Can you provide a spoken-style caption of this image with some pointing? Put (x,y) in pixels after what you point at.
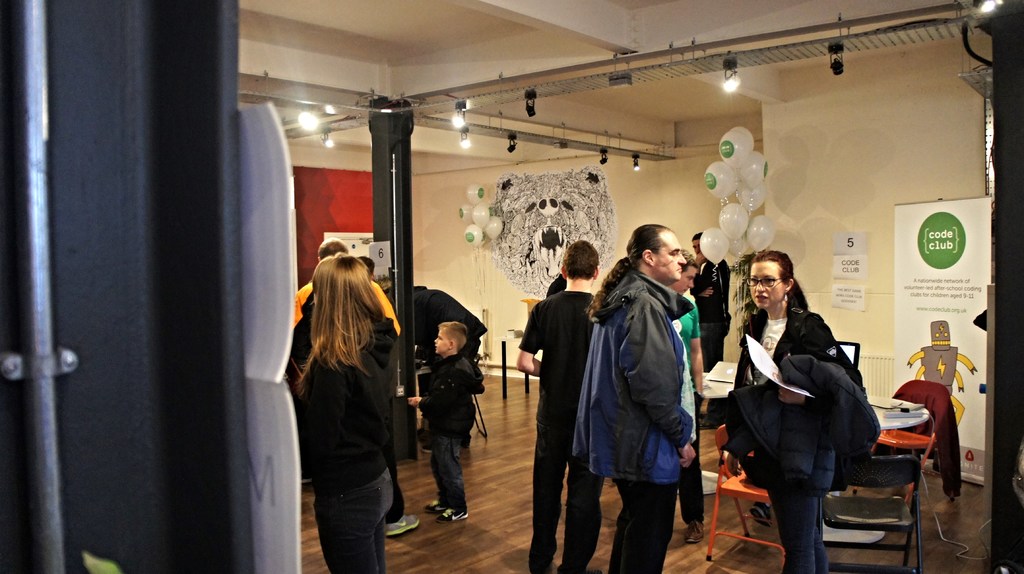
In this image, we can see many people (582,273) and some are wearing coats (744,337) and holding some objects (745,386) in their hands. In the background (892,431), there are chairs (876,501) and some objects (911,409) on the table (890,417) and we can see a board (921,280) and posters (841,249) on the wall (801,204) and there are balloons (474,217), lights (464,142), a pole (398,181) and some stands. At the top (551,71), there is a roof (437,15) and at the bottom (476,548), there is a floor (476,548).
